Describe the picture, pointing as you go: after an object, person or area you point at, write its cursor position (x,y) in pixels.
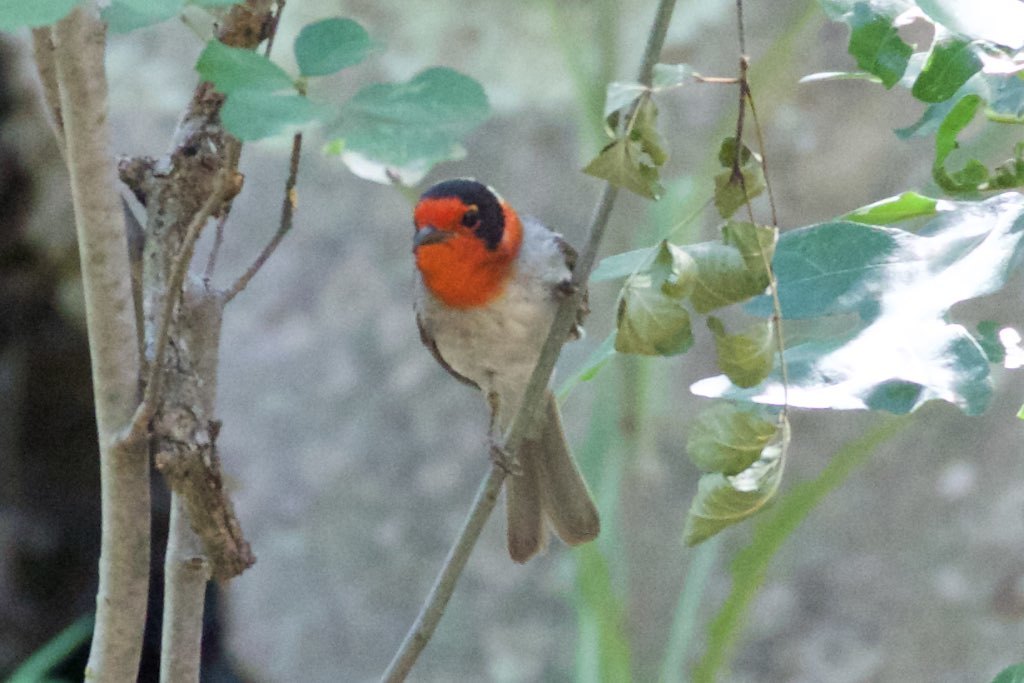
In this image, we can see a bird (578,511) on the tree stem (463,559). Here we can see leaves (960,390), branches (138,481) and stems (187,367). Background (337,456) there is a blur view.
